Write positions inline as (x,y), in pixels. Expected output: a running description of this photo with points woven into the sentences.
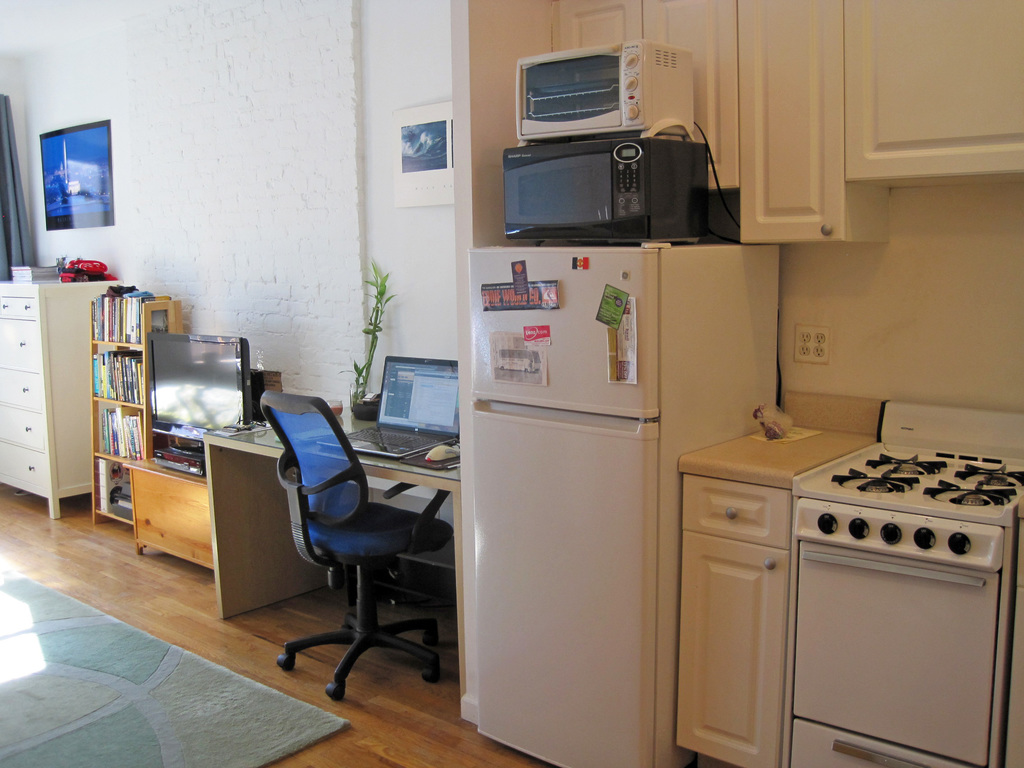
This is a living room (511,225). The wall (236,293) is white color and on the wall (135,175) there is a blue color poster (107,167). Here is a white color fridge (607,390) with few posters (620,378) stick to it. There are two ovens (579,232) above the fridge (638,268) and beside the fridge (577,287) there are two cupboards (941,148) and a stove (824,520), behind the fridge (771,364) there is a white color wall (876,309), to the left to the fridge (479,376) there is a laptop (435,438), a chair blue color (339,500), to the left side of the laptop (445,409) there is a television (169,390), below the television (177,380) there is a cupboard (174,474). To the left side of the television (181,336) there is a book stall (115,337), to the left side of the bookstall (116,356) there is a wardrobe (67,337) and there is blue color carpet (61,651) on the floor (132,596), the floor (132,610) is brown color.
